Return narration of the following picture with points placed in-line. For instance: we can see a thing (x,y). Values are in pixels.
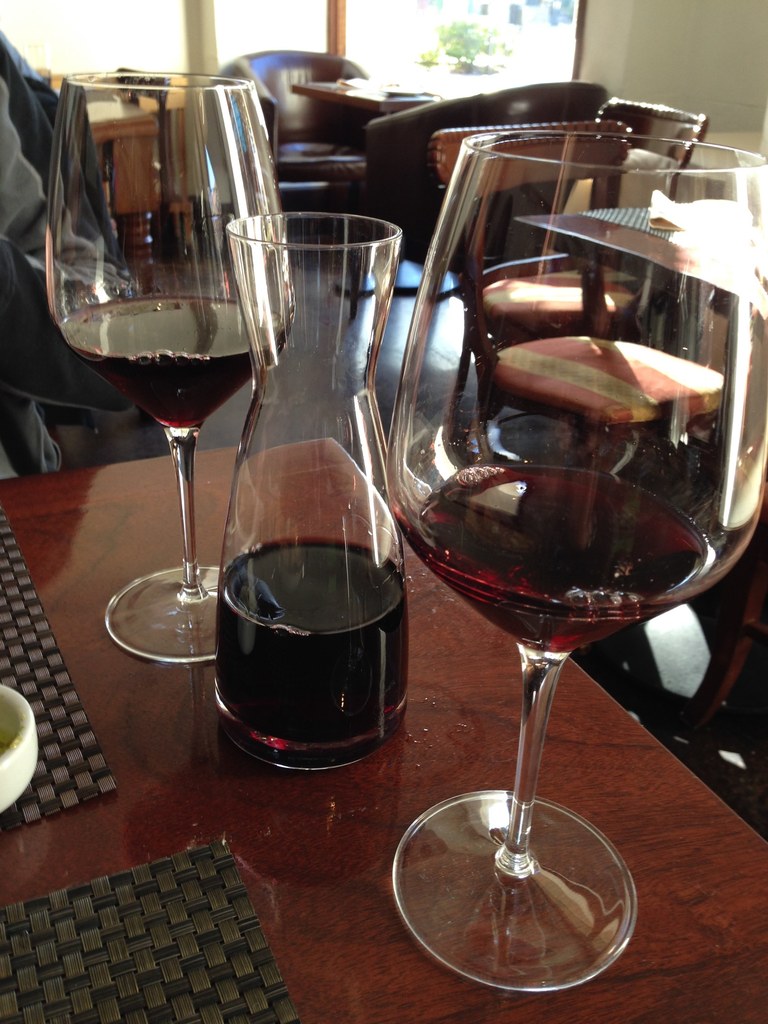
In this image, we can see wine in the glasses (112,614) and there are mats (58,666) and some other objects (300,601) on the tables (288,867) and we can see chairs (491,104) and a coat (24,177) and there is a wall (628,39) and a window (428,32), through the glass (449,31) we can see plants (460,32).
